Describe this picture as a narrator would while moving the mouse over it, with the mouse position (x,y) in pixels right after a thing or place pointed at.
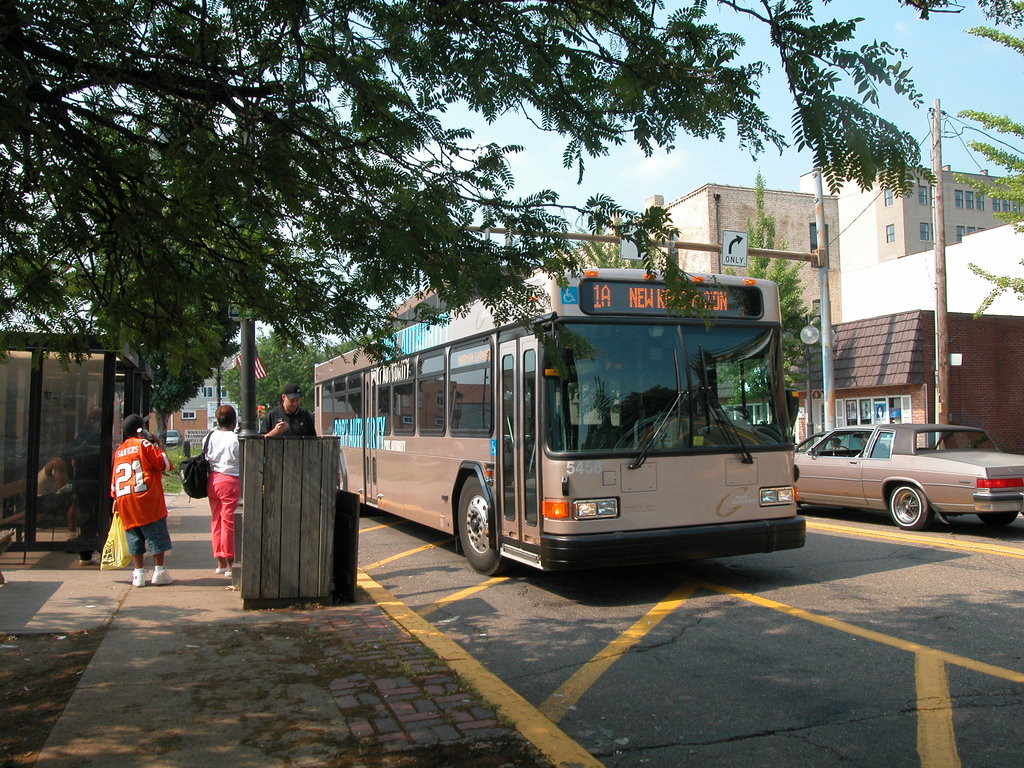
This image consists of a bus (669,474) on the road (613,612). To the left (131,486), there are three persons (221,448) standing on the pavement (194,554). At the top (148,147), there is a tree (131,132). To the right (917,431), there is a car (904,440). In the background (845,242), there are buildings (677,220).
